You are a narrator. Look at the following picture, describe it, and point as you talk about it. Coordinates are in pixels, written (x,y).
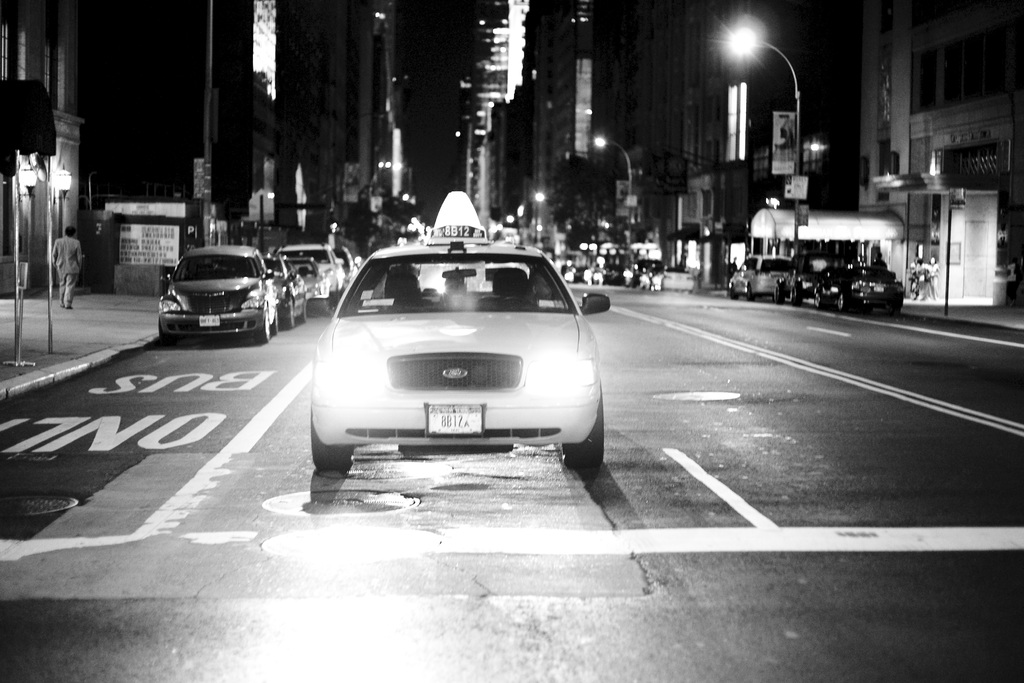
At the bottom of the image (436,530) there is a road (444,494) and we can see cars (869,276) on the road (598,564). On the left (71,282) there is a man (60,272) walking. In the background (87,242) there are buildings (364,121) and poles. We can see lights (733,40).
